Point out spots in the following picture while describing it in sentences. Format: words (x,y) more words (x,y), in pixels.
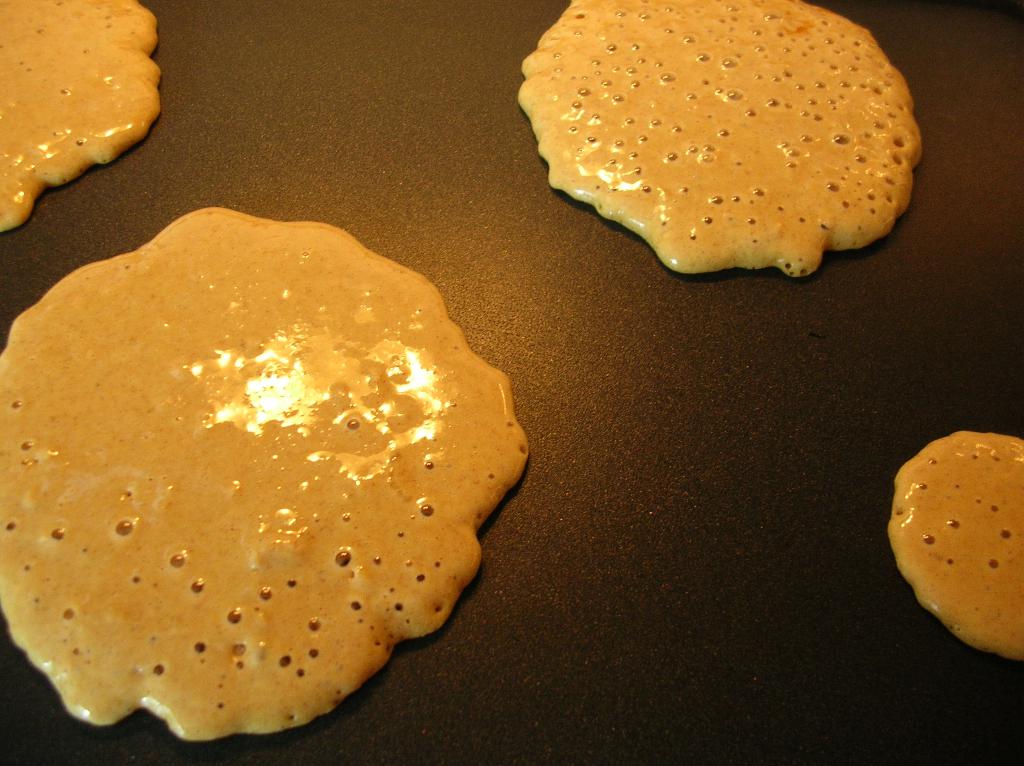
In this picture we can see pancakes (385,337).
